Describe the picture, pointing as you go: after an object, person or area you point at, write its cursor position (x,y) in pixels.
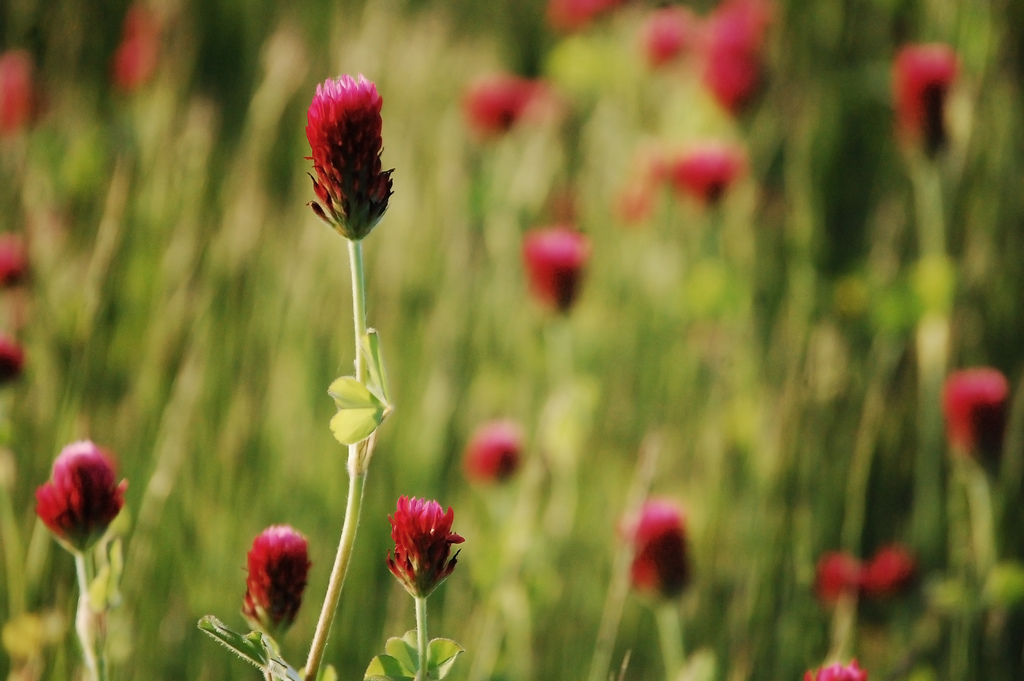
In this picture we can see flowers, stems (349,524) and leaves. In the background of the image (246,138) it is blurry.
